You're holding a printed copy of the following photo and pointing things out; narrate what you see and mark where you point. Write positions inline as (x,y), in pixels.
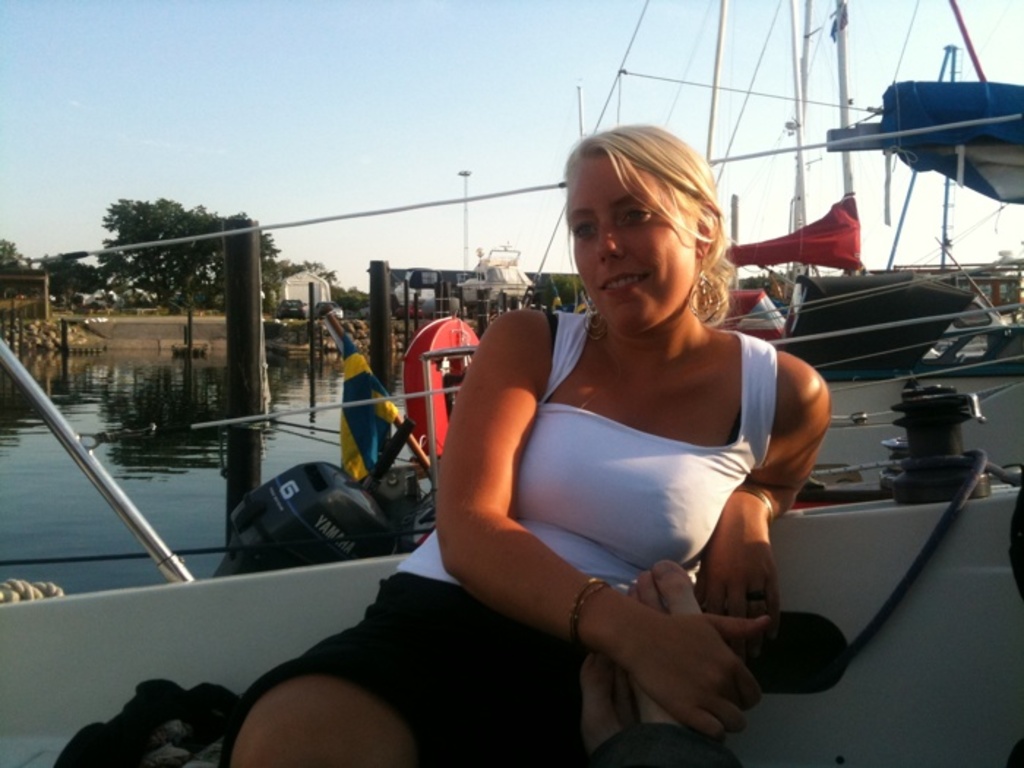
In the foreground (835,484) I can see a woman (561,546) in the boat (985,579). In the background (296,268) I can see boats (996,430) in the water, trees (76,301), houses (31,292) and the sky (219,79). This image is taken may be during a sunny day.
